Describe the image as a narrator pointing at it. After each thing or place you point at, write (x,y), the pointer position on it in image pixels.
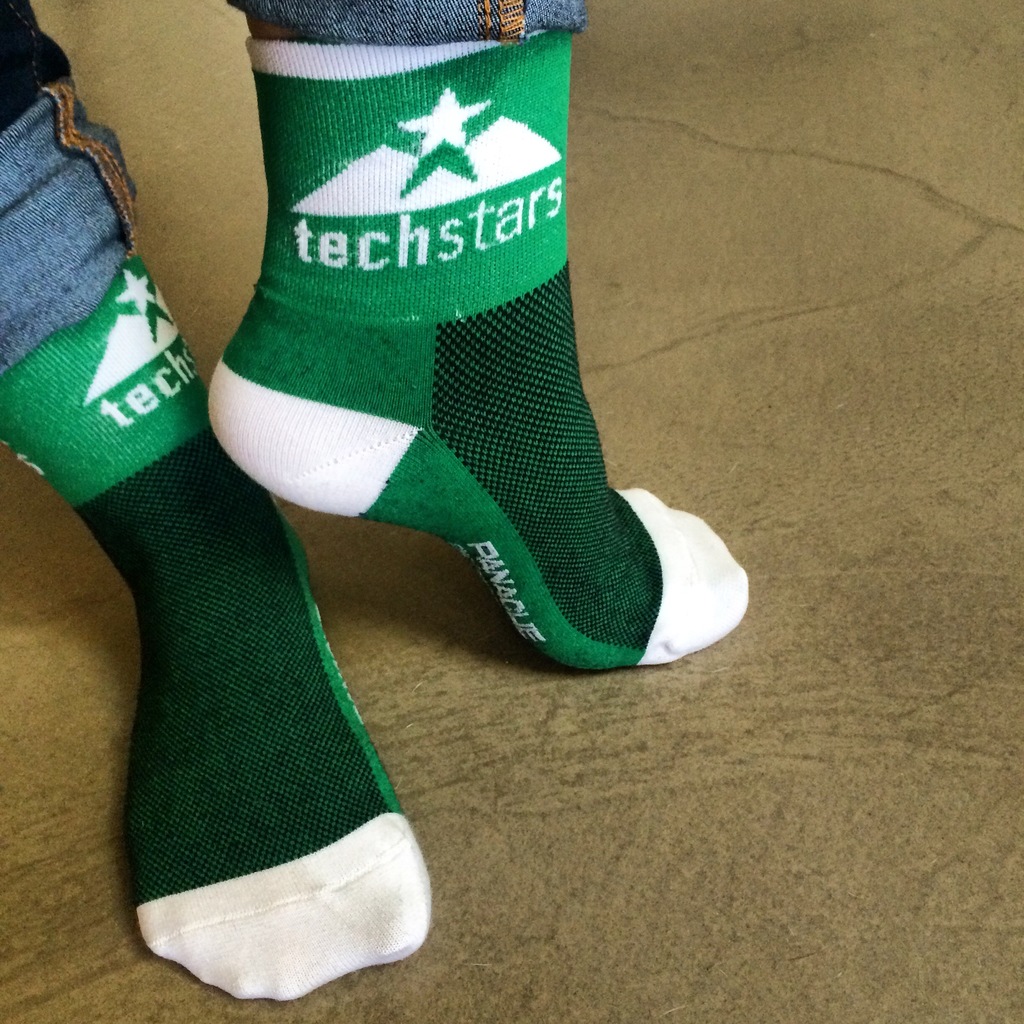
In this picture, we can see person legs (372,213) covered with pants (98,144), socks (286,107) and we can see the ground (785,451).
